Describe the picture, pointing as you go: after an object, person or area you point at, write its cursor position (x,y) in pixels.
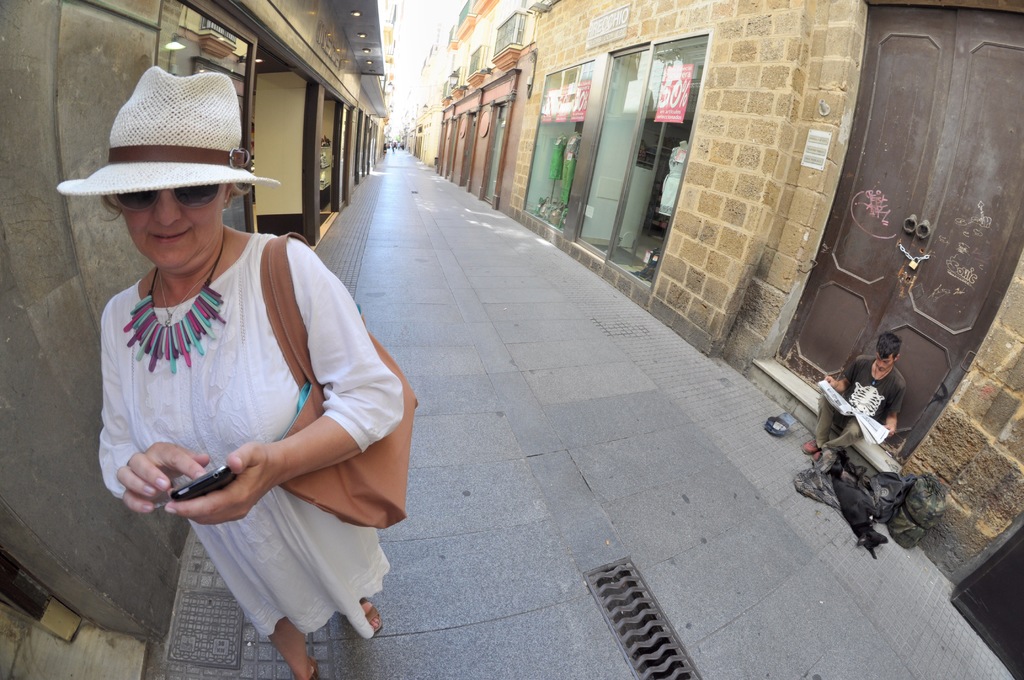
On the left (283,488) there is a woman (193,420) walking on the ground (756,410) by holding a mobile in her hand (197,513) and there is a hat (121,154) on her head (194,196). In the background (295,129) there are buildings (492,93), glass doors (633,150), posters (561,103) on the glasses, doors (893,268), lock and sky (415,22) and on the right (838,416) there is a person (865,440) sitting at the door (942,400) by holding a paper (869,425) in his hands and there are bags (892,488) and an object (781,430) on the ground (753,438).
